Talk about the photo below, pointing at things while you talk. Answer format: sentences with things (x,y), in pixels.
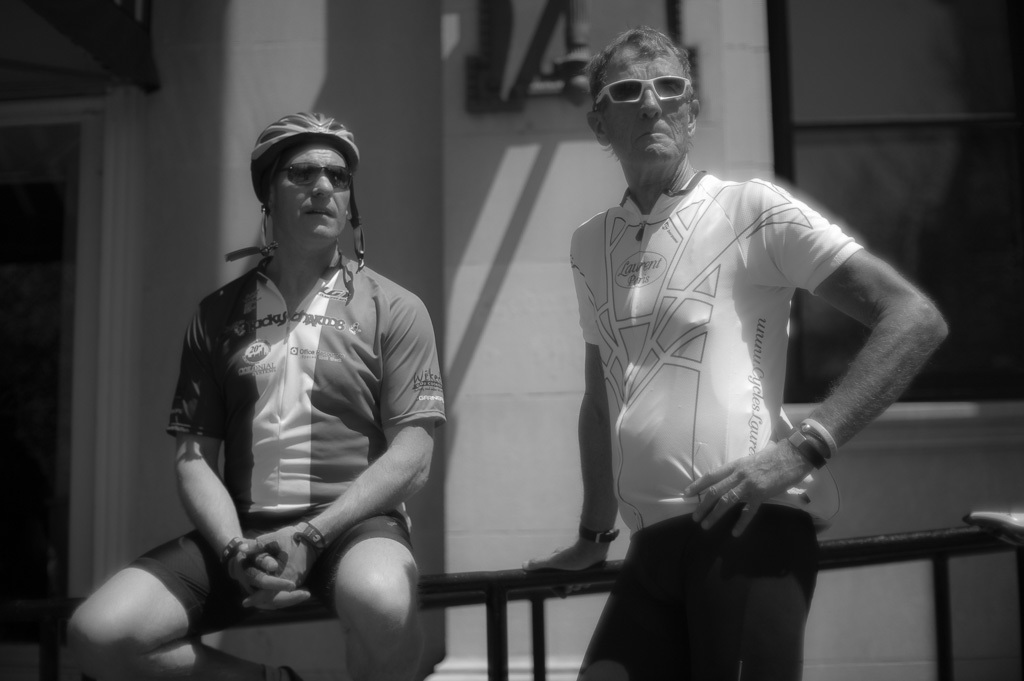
In the picture we can see two men (678,554), one man (270,279) is sitting on the railing (509,592) and one man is standing beside him and they are in goggles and one man (167,666) is wearing the helmet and behind them we can see the wall (536,235) with a part of the window (918,102) with a glass (13,142).
